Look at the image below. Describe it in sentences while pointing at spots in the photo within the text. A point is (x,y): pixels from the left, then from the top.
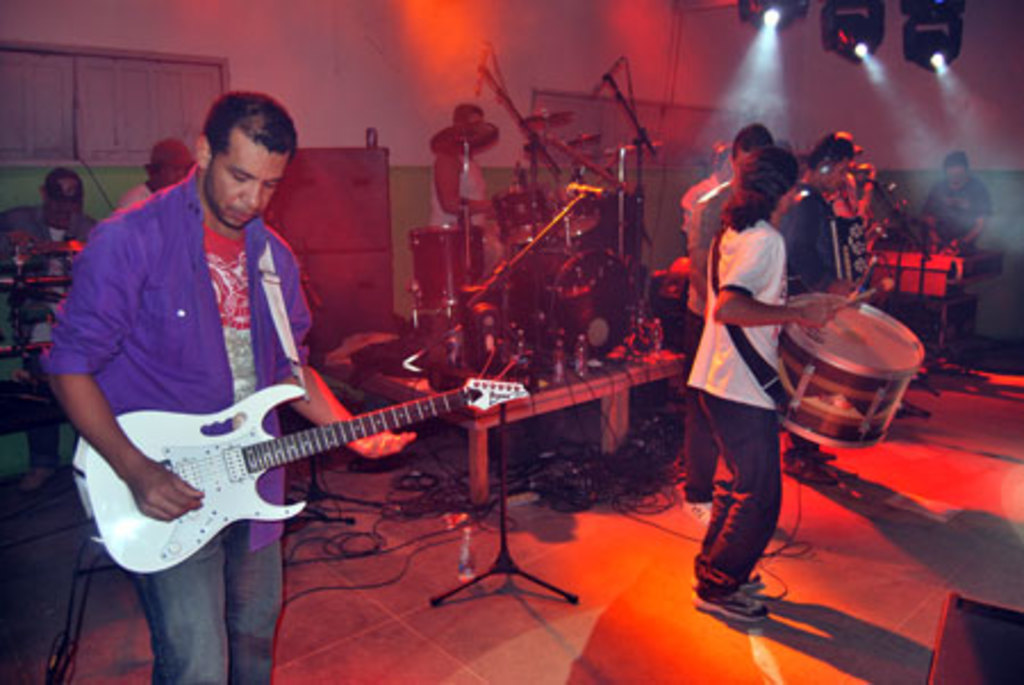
In the picture, it is a music show a person (78,358) wearing violet color shirt (172,370) is playing guitar (302,442) right side to him there are few other people (822,272) who are playing drums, some are singing songs. Behind them there is another person (458,176) who is playing drums (417,240) with huge musical instrument (531,204), in the background (332,98) there is a wall (351,87) white and green color there are also lights (927,1) inside the room (899,318).
